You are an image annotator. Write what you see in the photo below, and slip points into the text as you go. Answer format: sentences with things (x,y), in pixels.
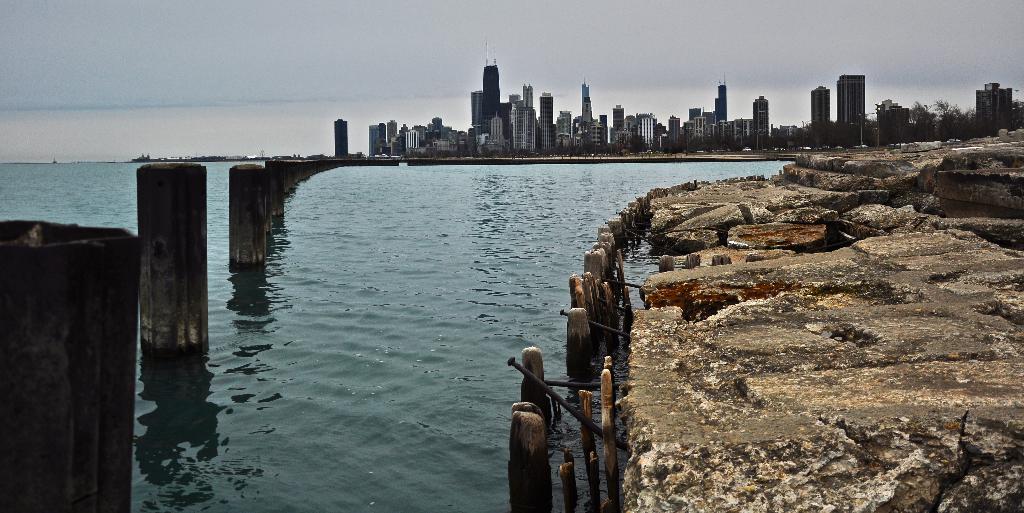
As we can see in the image there is water (377,323), poles (173,263), buildings (523,129), rocks (672,464) and sky (516,17). On the right side (885,138) there are trees (851,127).
